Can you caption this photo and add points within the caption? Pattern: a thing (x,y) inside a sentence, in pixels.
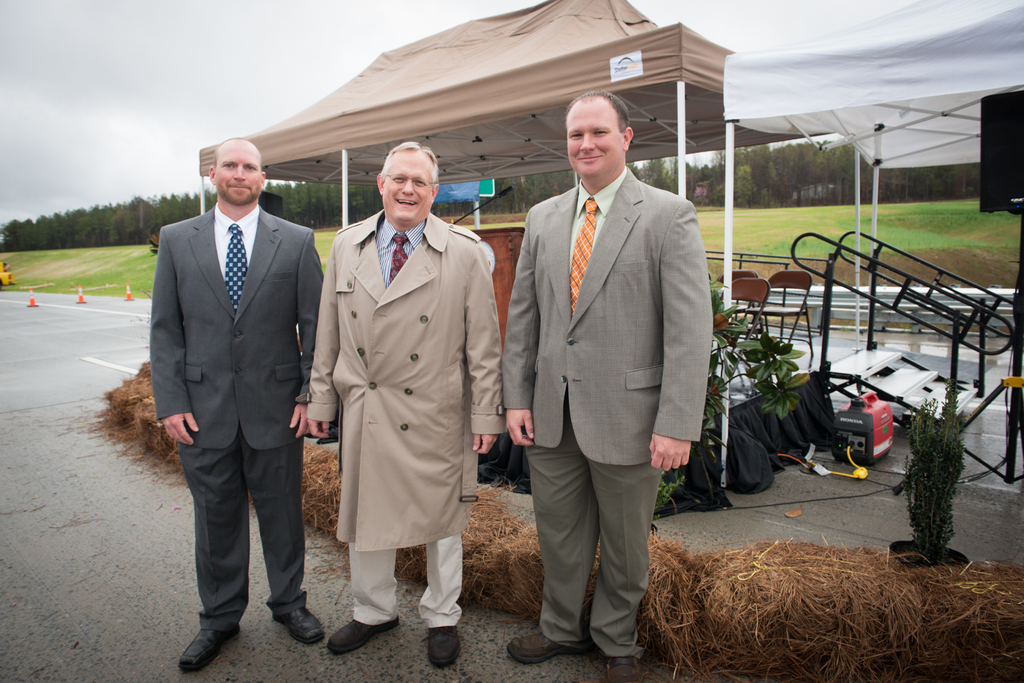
In this image we can see three persons (351,501) standing on the ground (155,584). One person (602,322) is wearing a grey suit (638,390) with orange tie (577,256). One person (408,298) is wearing spectacles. In the background (754,294), we can see some dried grass (407,556) placed on the ground (27,304), a plant (932,470) a generator (860,451) and group of sheds (611,61), chairs (741,289), stair case (892,377), trees (142,225) and traffic cones (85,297) and the sky (140,142).
